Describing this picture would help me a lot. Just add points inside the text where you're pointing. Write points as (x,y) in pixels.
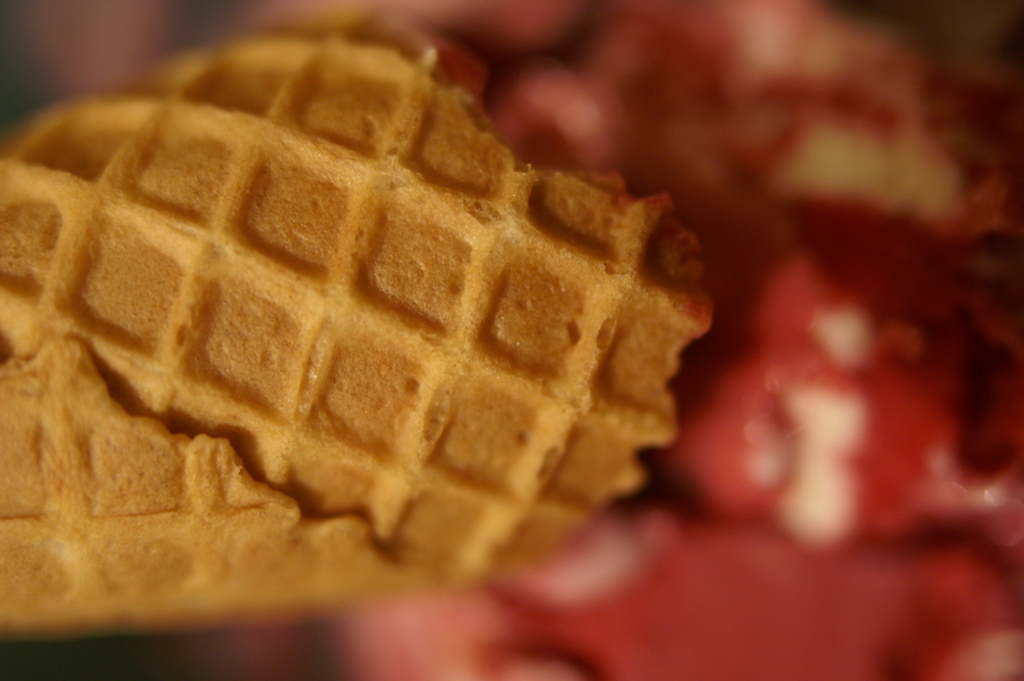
In this image we can see the waffle (210,414). Here the image is blurred.
